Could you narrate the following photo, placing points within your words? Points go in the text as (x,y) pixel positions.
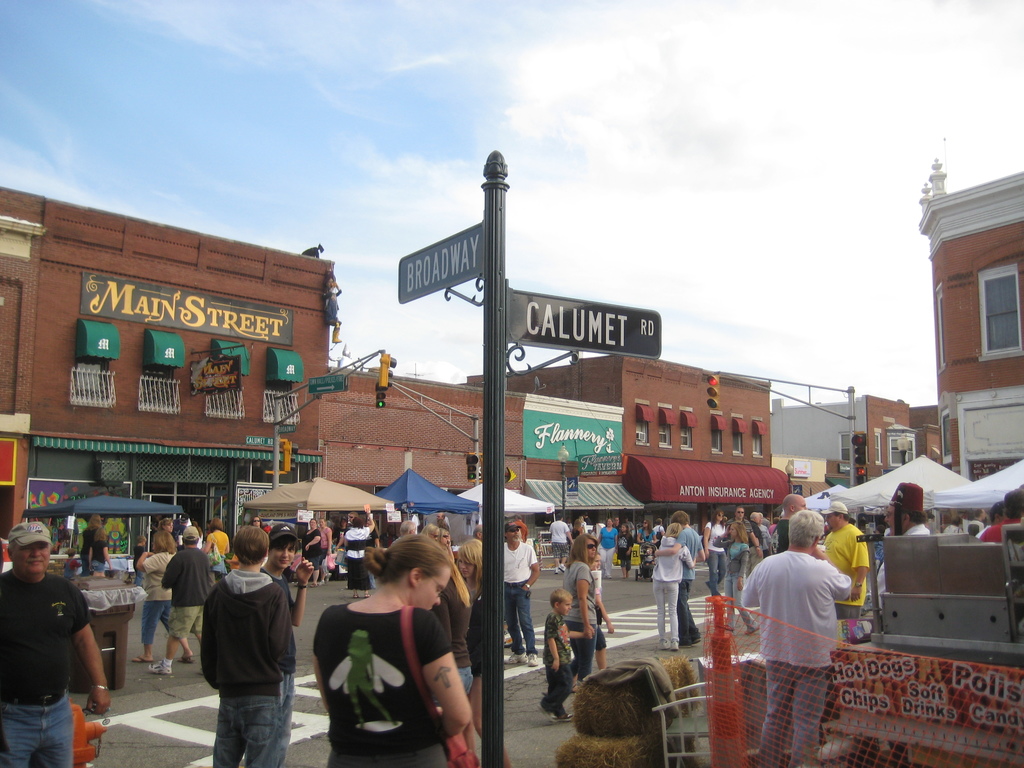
In the foreground (405,598) I can see a crowd (528,598) on the road (633,580), chairs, metal rods (492,635), boards (1000,730), posters (952,701), shops (451,482), tents (424,500), light pole (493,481), windows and buildings (649,494). In the background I can see the sky (622,205). This image is taken may be on the road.
